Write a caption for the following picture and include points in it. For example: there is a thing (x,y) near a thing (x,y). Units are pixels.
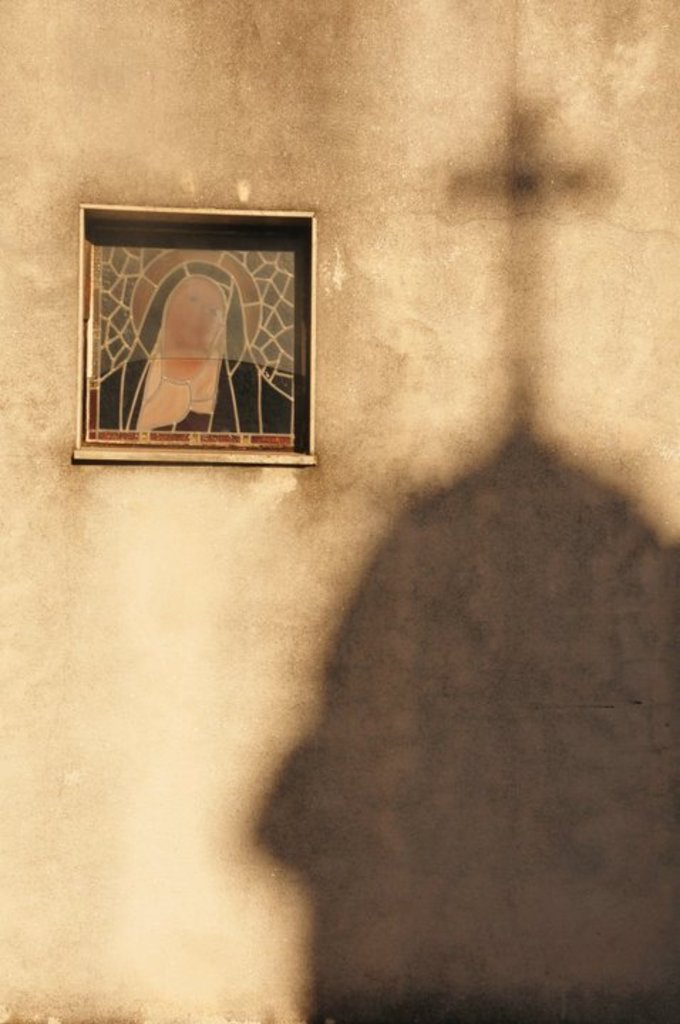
In this picture I can see a frame (212,366) on the wall (652,532) and I can see shadow (527,391) of a cross (561,204) on the wall (468,182).
